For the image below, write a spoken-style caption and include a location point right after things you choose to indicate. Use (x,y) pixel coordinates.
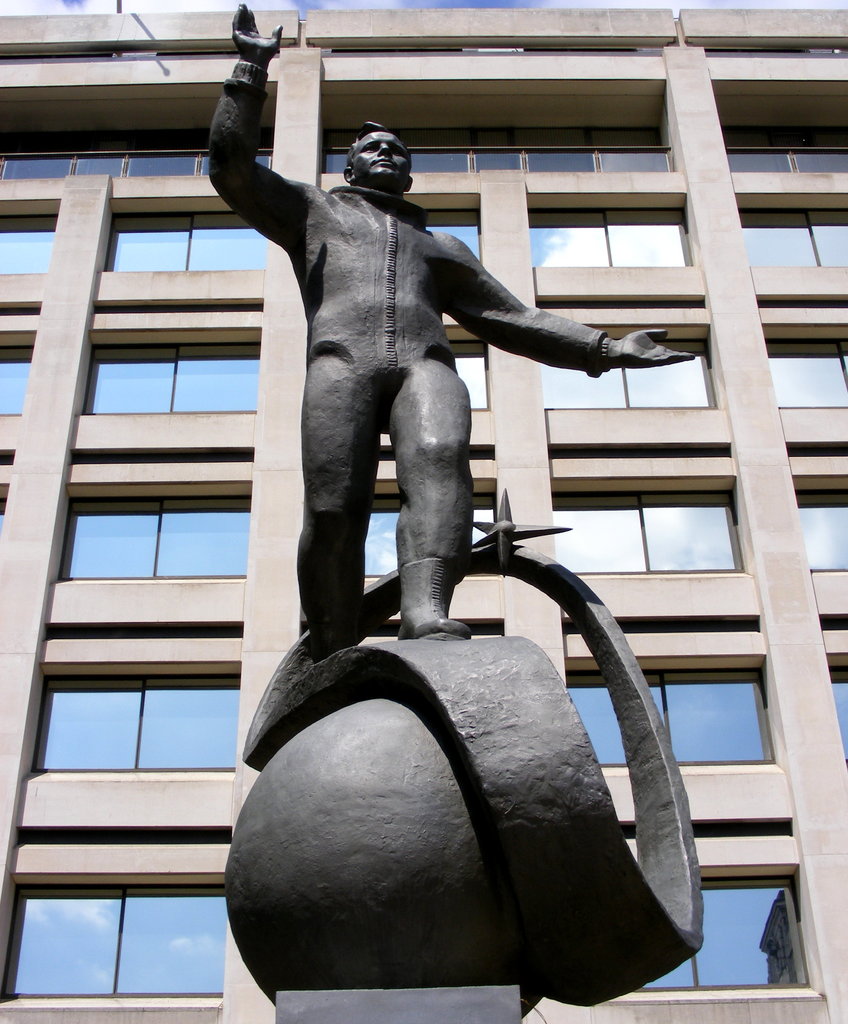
In this image there is a sculpture (382,762). Behind the sculpture (339,929) there is a building (738,245). There are glass windows (564,539) to the building (612,590). At the extreme top there is the sky (223,2).
